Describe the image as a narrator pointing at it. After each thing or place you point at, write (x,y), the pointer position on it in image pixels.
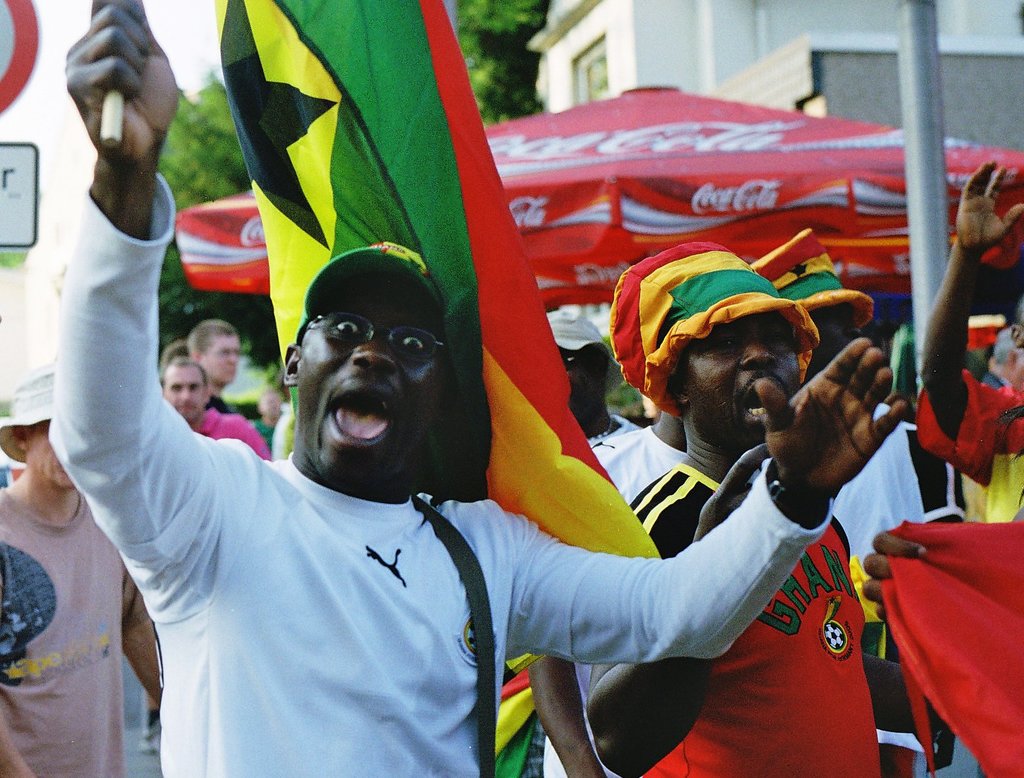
In the picture I can see a person (269,603) wearing white T-shirt (235,575) is holding a stick (115,100) in his hands (118,74) and there are few other persons (723,442), an umbrella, a building (676,44) and trees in the background (676,38).
